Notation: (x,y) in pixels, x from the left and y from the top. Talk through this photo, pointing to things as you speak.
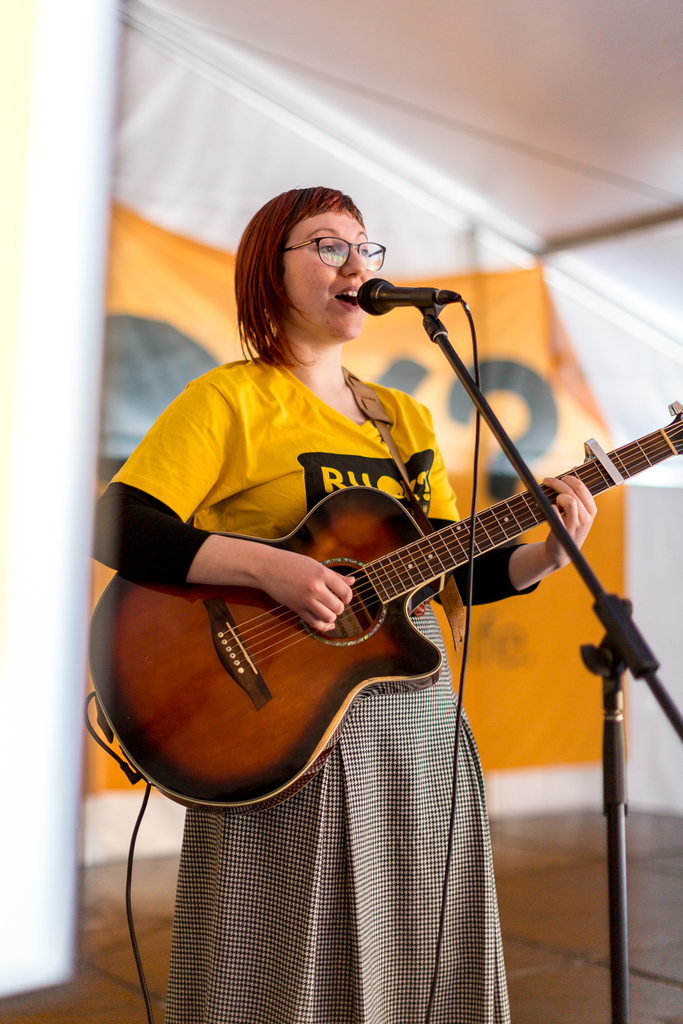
In the image in the center (247,480) there is a woman (362,765) she is singing which we can see on her face (340,312), and she is playing guitar (369,639) and back of her there is a banner (153,266).
